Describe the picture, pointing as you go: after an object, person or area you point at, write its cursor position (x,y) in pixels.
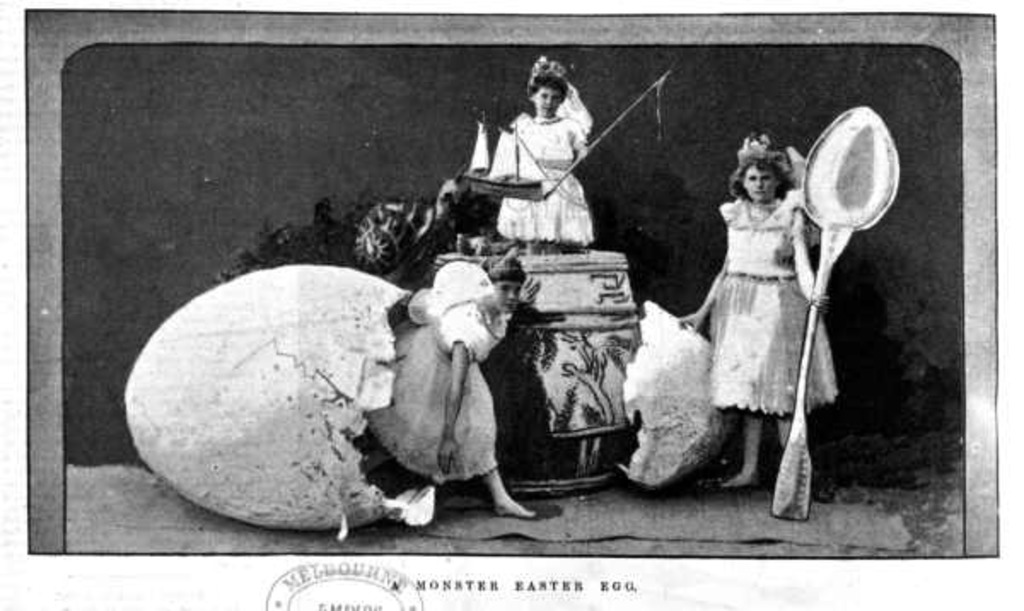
In this image we can see a poster (420,349). In the poster (386,349) we can see three persons (434,404) and the persons (442,358) are holding objects (640,374). We can see an object (351,392) in an oval shape and a person (770,414) is holding an object (816,317) looks like a spoon (804,382). The background of the image (199,246) is dark. At the bottom (384,562) we can see the text (497,585) and stamp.
